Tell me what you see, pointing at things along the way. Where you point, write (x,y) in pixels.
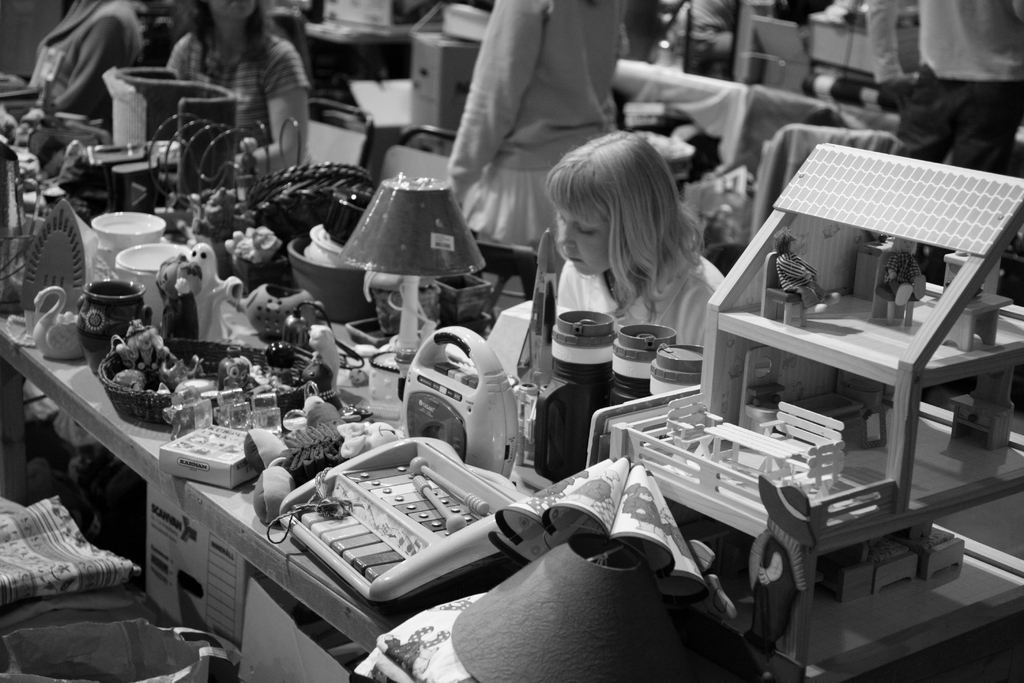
There is a girl (682,301) sitting. In front of her there is a table (358,633). On the table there are table lamp (404,364), toys (434,333), basket (157,406), pot (113,321), swan (67,319), iron box (60,239) and many other items (182,204) are over there. Behind her some persons (508,58) standing.
